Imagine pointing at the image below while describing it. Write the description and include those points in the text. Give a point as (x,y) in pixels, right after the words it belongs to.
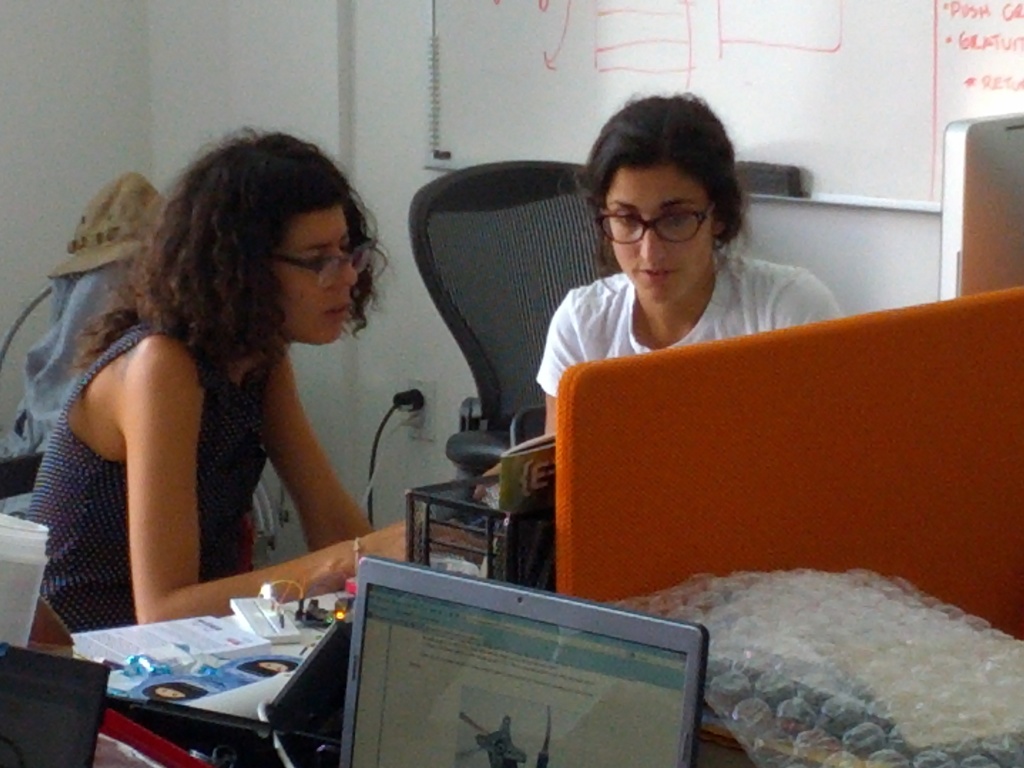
Here we can see two women (725,305) and they have spectacles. This is table (174,729). On the table (174,725) there are laptops (297,703), and papers (258,642). There is a chair (469,244) and a cap (97,228). In the background (269,117) we can see a wall (389,227) and a board (856,102).
